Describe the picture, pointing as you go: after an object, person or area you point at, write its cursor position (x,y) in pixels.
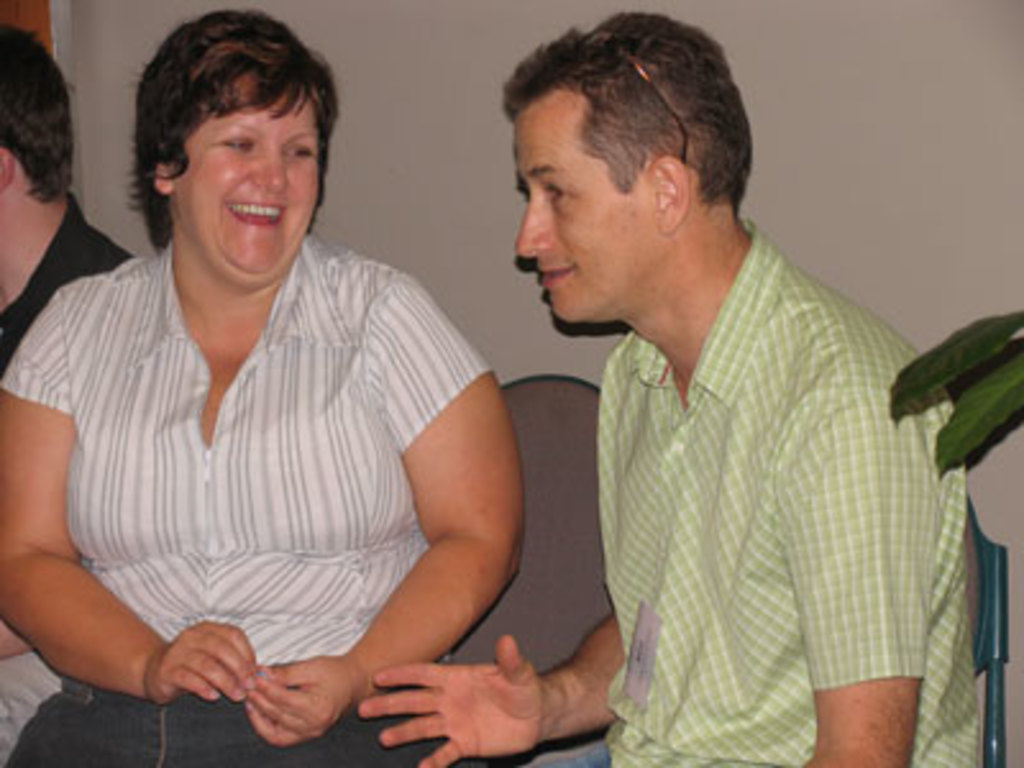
In this image I can see three people (312,479) with different color dresses (414,520). I can see two people (338,282) are smiling. To the side I can see the leaves (978,412) of the plant (984,360). In the back (458,151) there is a wall (397,162).
